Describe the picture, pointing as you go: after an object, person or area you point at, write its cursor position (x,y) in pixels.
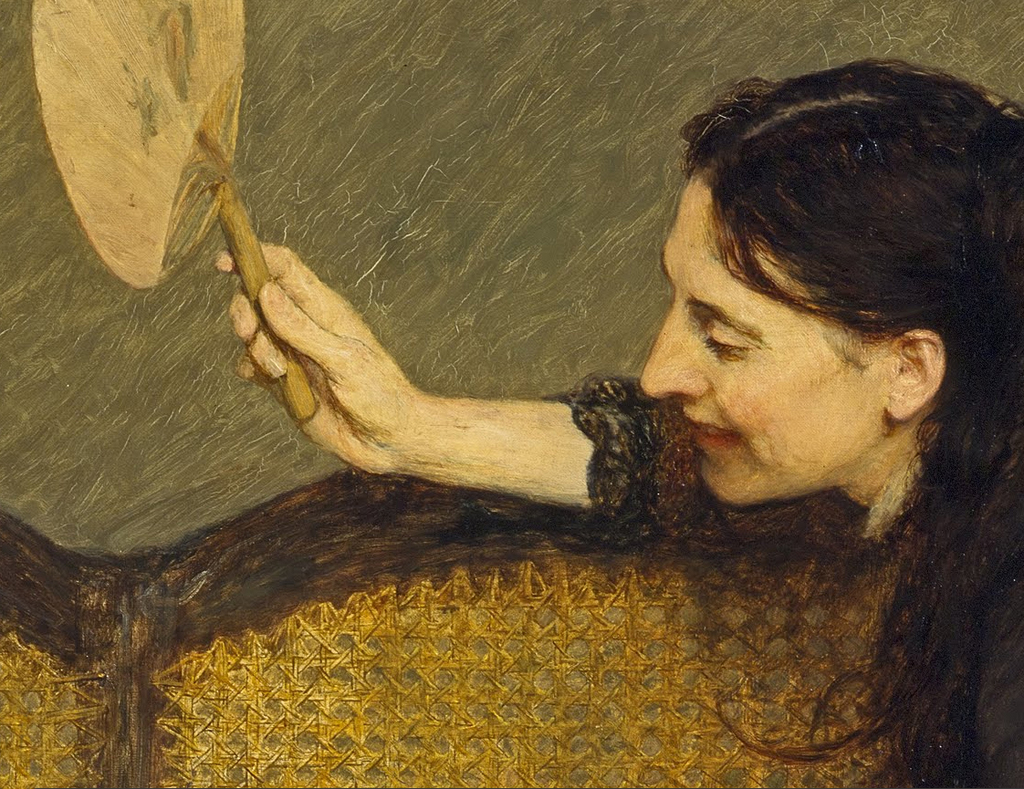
In this image I can see a painting (251,521) of the person (608,481) and the person (608,481) is holding some object (226,194). I can also see a bench (255,582) which is in brown color.
